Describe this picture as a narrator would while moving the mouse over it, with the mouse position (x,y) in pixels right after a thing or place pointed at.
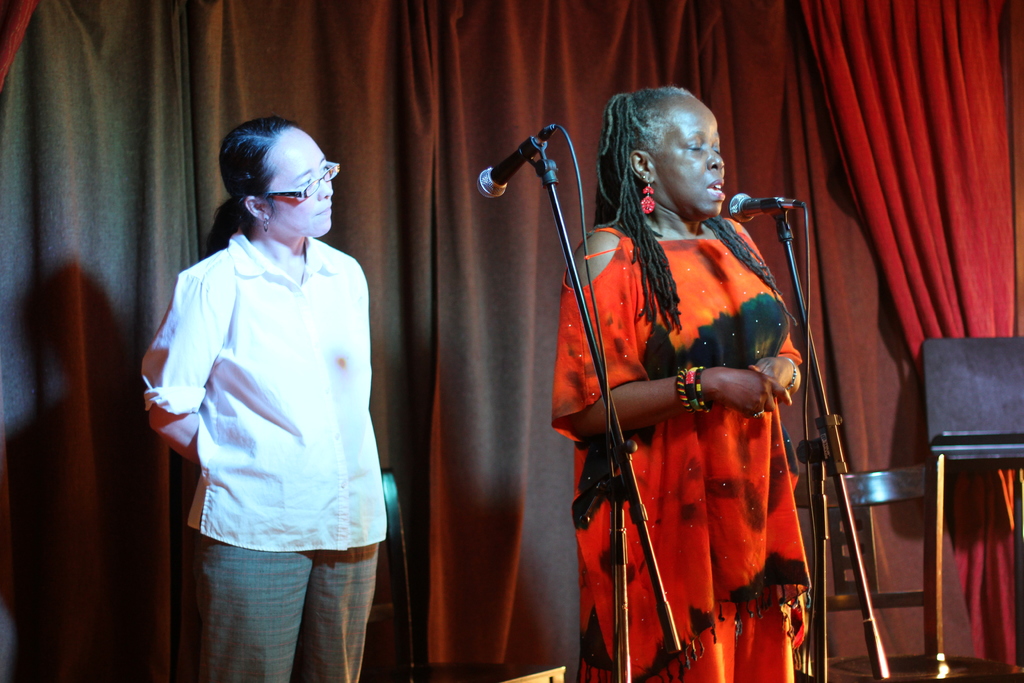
In the image there is a woman (675,107) in orange dress (726,652) talking on mic (743,212) and on the left side (253,286) there is another woman (210,373) in white shirt (210,373) standing and staring, behind them there is a red curtain (834,240), on the right side (915,677) there is a chair (952,407).
